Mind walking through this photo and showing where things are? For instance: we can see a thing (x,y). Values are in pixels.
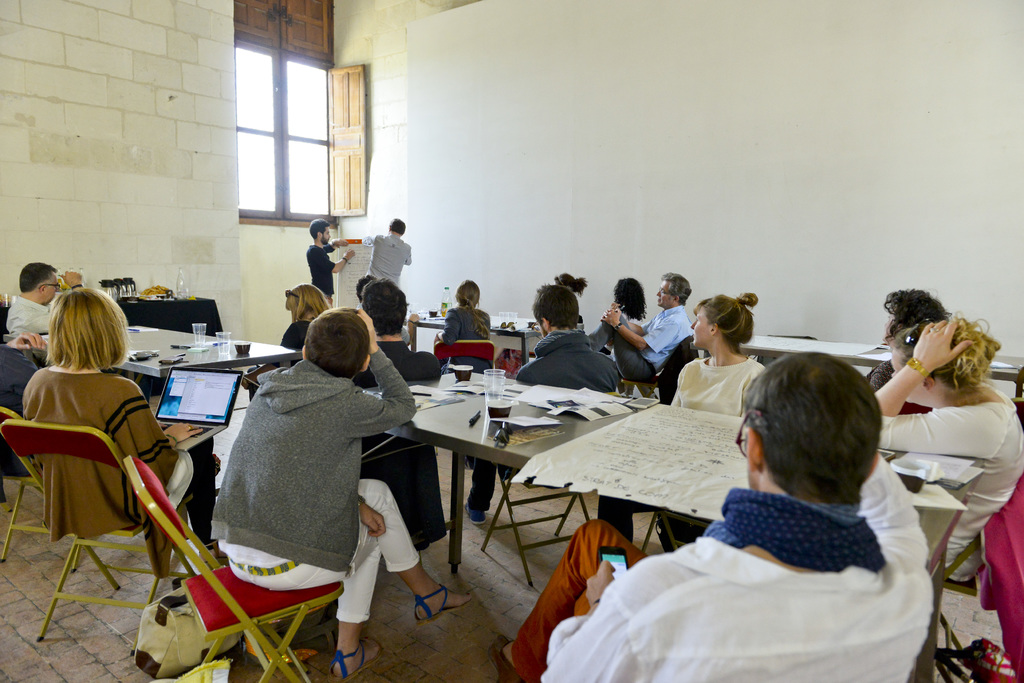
This picture is clicked inside the room (555,525). In this picture, we see the people (299,410) are sitting on the chairs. In front of them, we see the tables (161,330) on which glasses (499,392), water bottles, charts (686,436) and some other objects (466,386) are placed. The woman (92,320) on the left side (201,375) is operating the laptop (218,388). On the left side (192,315), we see a table (160,319) on which water bottle (177,278) and some other objects (165,292) are placed. In the background (322,255), we see two men (372,262) are standing and they are holding the chart (352,260) or a board (354,276). Behind them, we see a wall (290,233) and a window (329,135). On the right side (831,135), we see the projector screen (629,141).
